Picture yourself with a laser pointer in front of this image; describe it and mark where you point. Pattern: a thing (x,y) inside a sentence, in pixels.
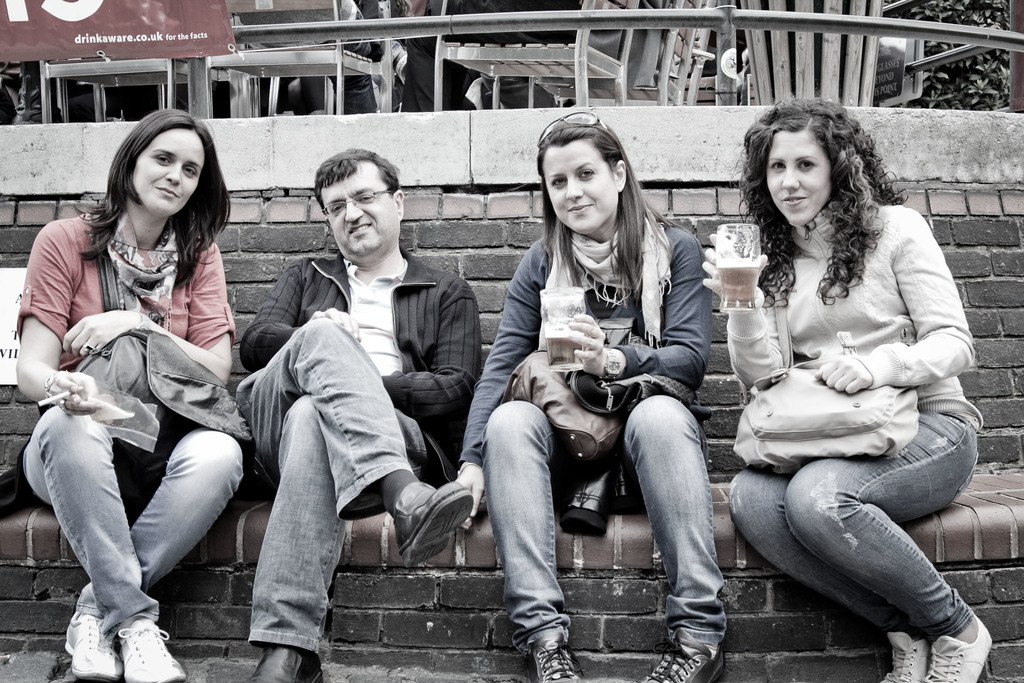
In this image, we can see four people (87,315) are sitting and smiling. Few are holding some objects (523,368) and wearing glasses (363,198). Background (1006,312) we can see a brick wall (992,268). Top of the image (198,106), we can see few chairs (283,72), rod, banner (118,52), plants (972,103), boards (897,60). Here we can see few human legs (348,84).
